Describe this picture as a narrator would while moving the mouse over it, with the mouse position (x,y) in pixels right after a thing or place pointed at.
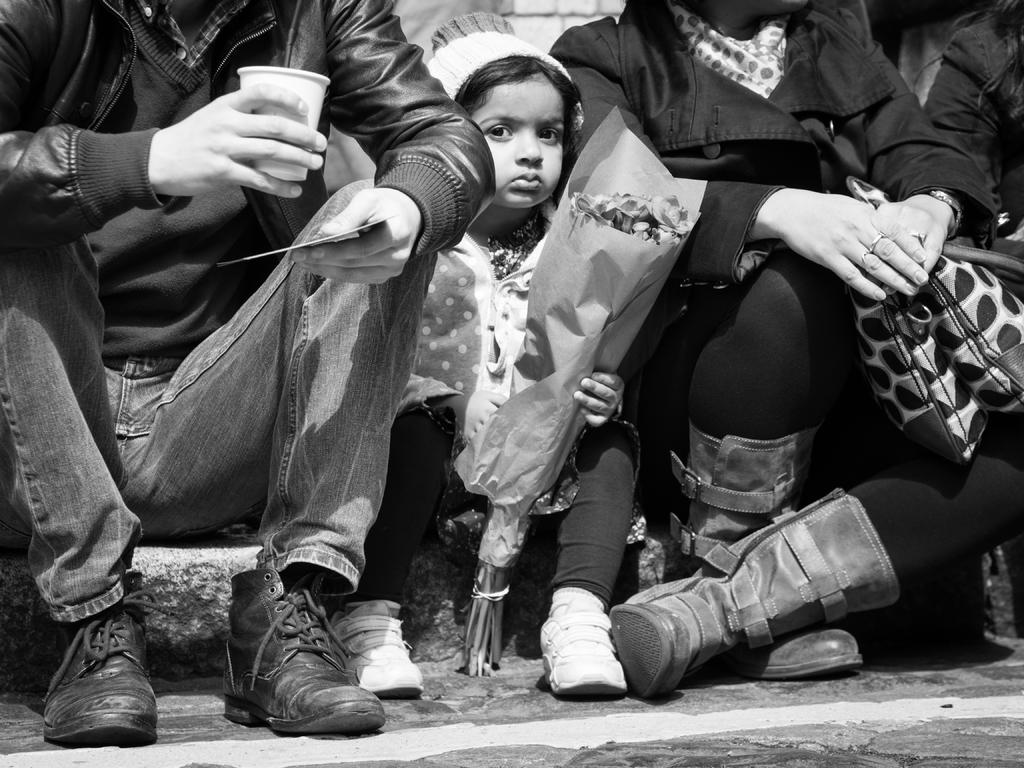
In this image there is a kid (580,528) sitting and holding a flower bouquet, and there are two persons (189,167) sitting, one person (207,17) is holding a cup (269,166) and another person (991,495) is holding a bag (1003,375).
